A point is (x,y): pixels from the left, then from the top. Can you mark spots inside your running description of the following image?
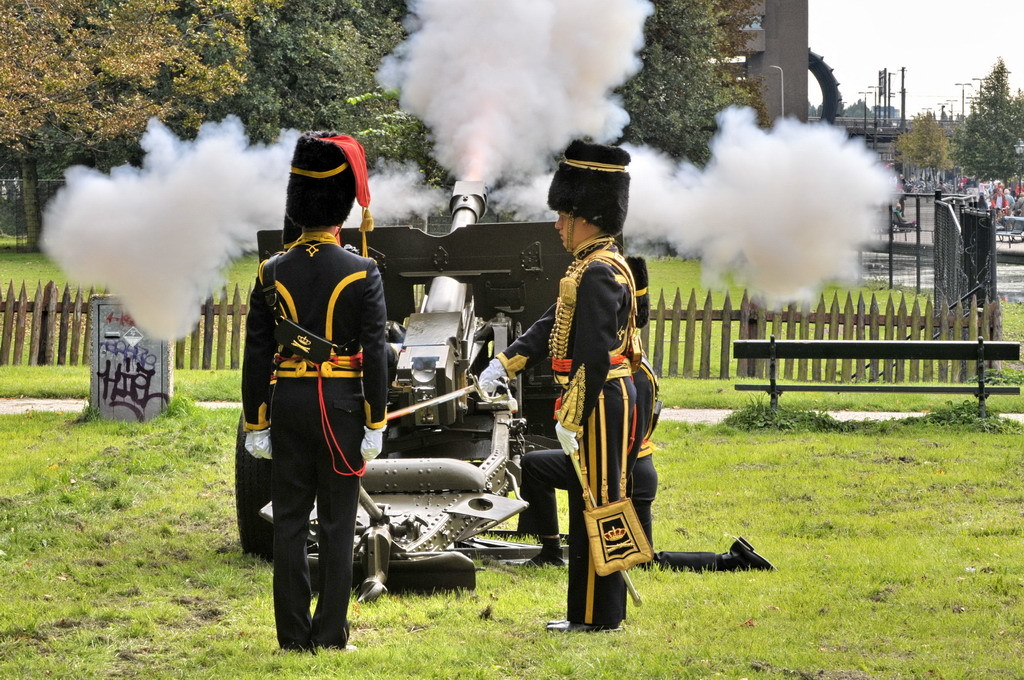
In this image we can see three persons (556,332) wearing hats (575,207). We can also see a gun (473,414) with smoke (386,174), grass (909,475), fence (773,327), trees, pole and the sky (850,22).
